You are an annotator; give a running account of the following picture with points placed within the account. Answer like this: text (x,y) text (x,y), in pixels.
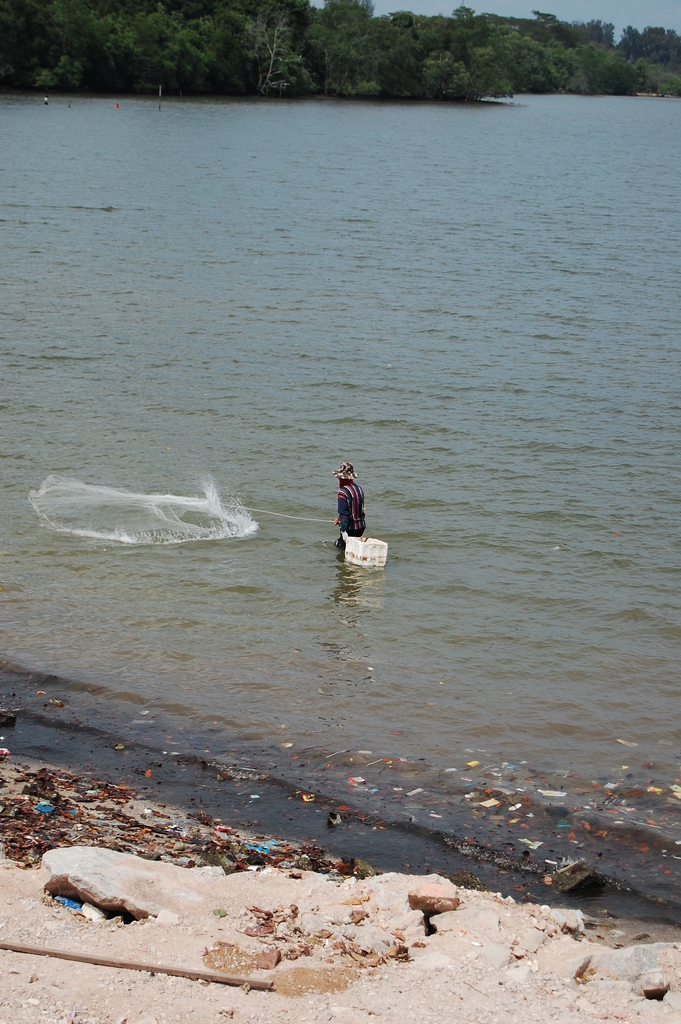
There is one man (345,531) in the water (274,582) and holding a net (204,514) as we can see in the middle of this image (328,518), and there are trees (300,93) at the top of this image (314,62).
